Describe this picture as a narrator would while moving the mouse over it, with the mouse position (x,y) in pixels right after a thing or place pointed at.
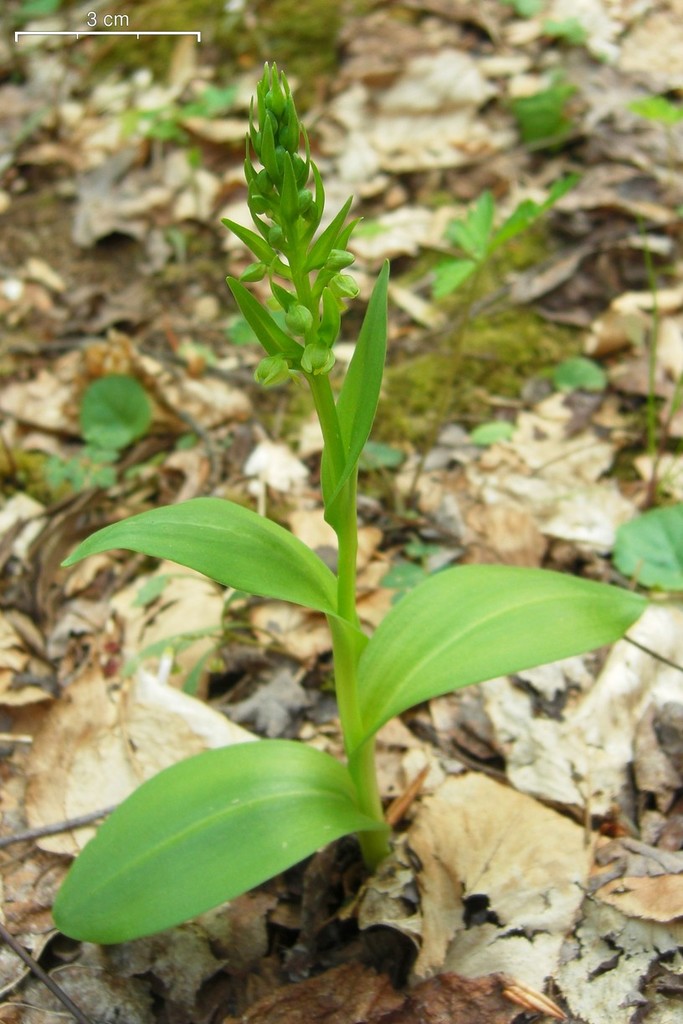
This image consists of a green plant (148,546). At the bottom (323,999), there are dried leaves (332,1007) on the ground (27,1021).
